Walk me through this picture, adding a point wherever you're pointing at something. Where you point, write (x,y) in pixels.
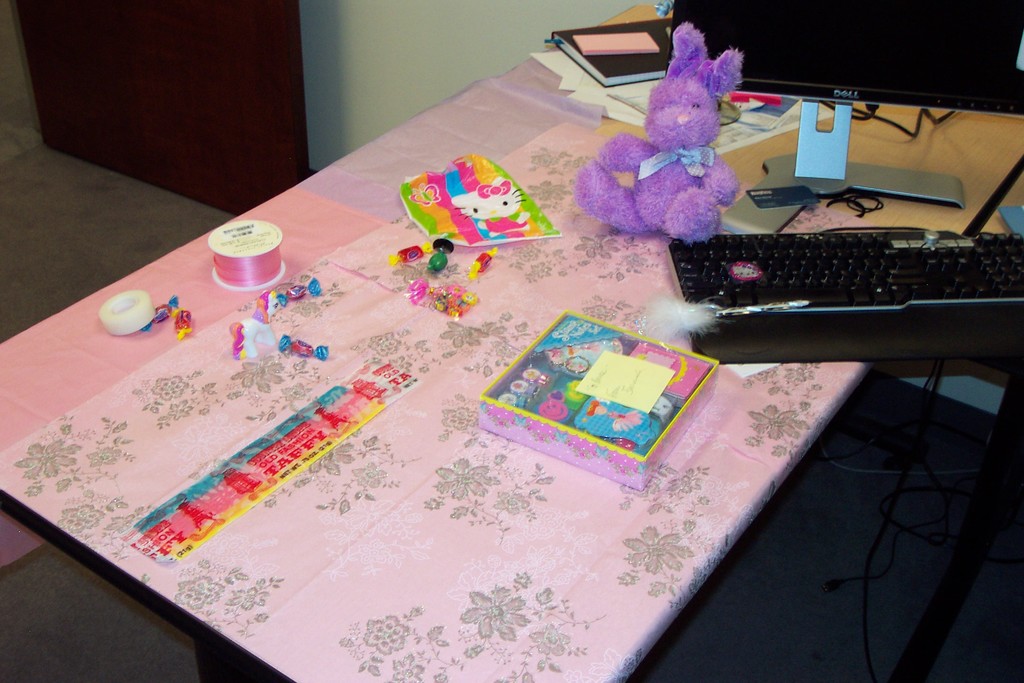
This picture shows few toys (644,441) and a soft toy (693,157) and a keyboard (793,256) and a monitor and few papers (609,90) and book (626,63) on the table (705,546).
